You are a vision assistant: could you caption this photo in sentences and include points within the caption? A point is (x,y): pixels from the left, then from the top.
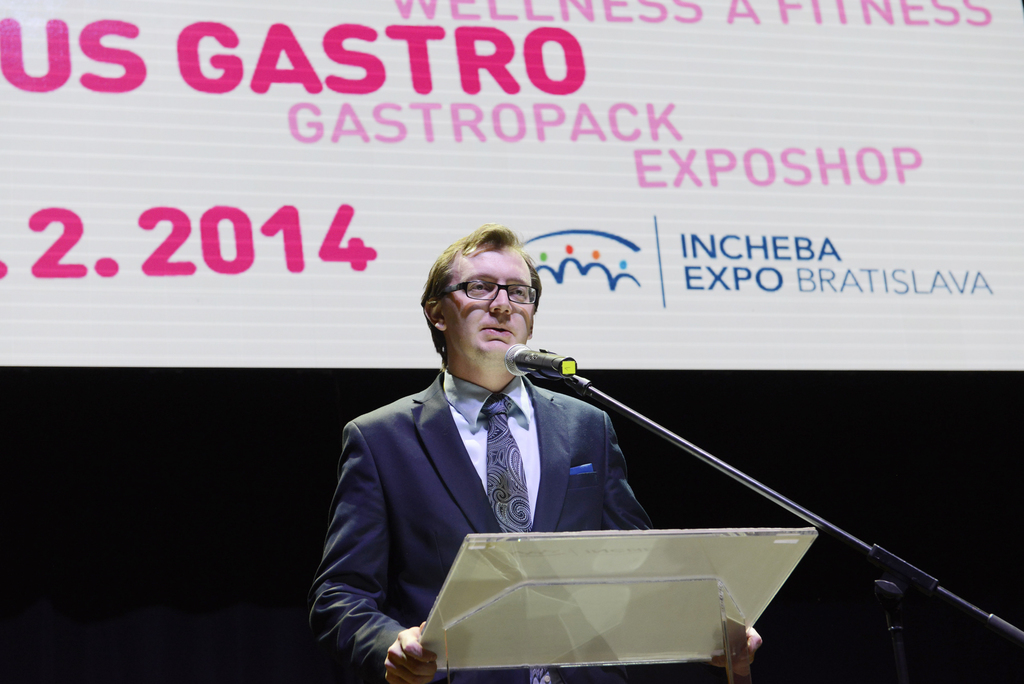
In this picture I can observe a man (533,445) standing in front of a podium (477,595) in the middle of the picture (409,452). He is wearing a coat (415,491), tie (493,450) and spectacles (484,291). There is a mic (523,348) in front of him. In the background (628,287) I can observe a screen (283,138).
